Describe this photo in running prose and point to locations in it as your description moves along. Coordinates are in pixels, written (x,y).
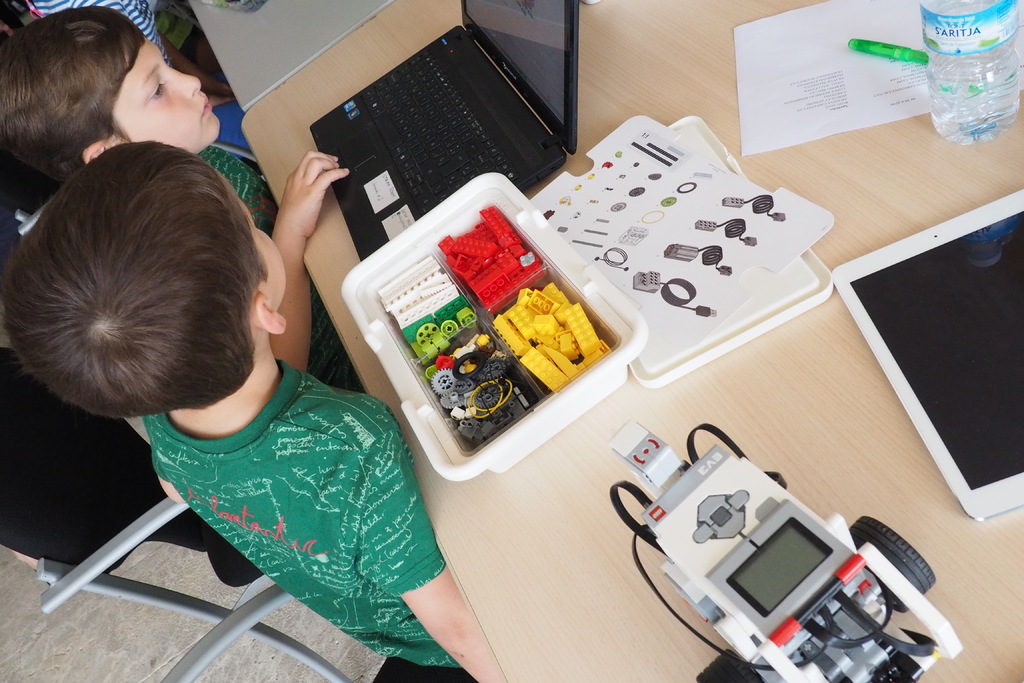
In this image, we can see a wooden table (803,442). So many things (642,265) and items (956,442) are placed on it. Left side of the image (308,534), we can see few kids (223,442) are sitting near the table (281,126). One kid (246,168) is doing something on the laptop (357,180) and seeing. Here we can see a chair (91,557) on the floor (117,636).
